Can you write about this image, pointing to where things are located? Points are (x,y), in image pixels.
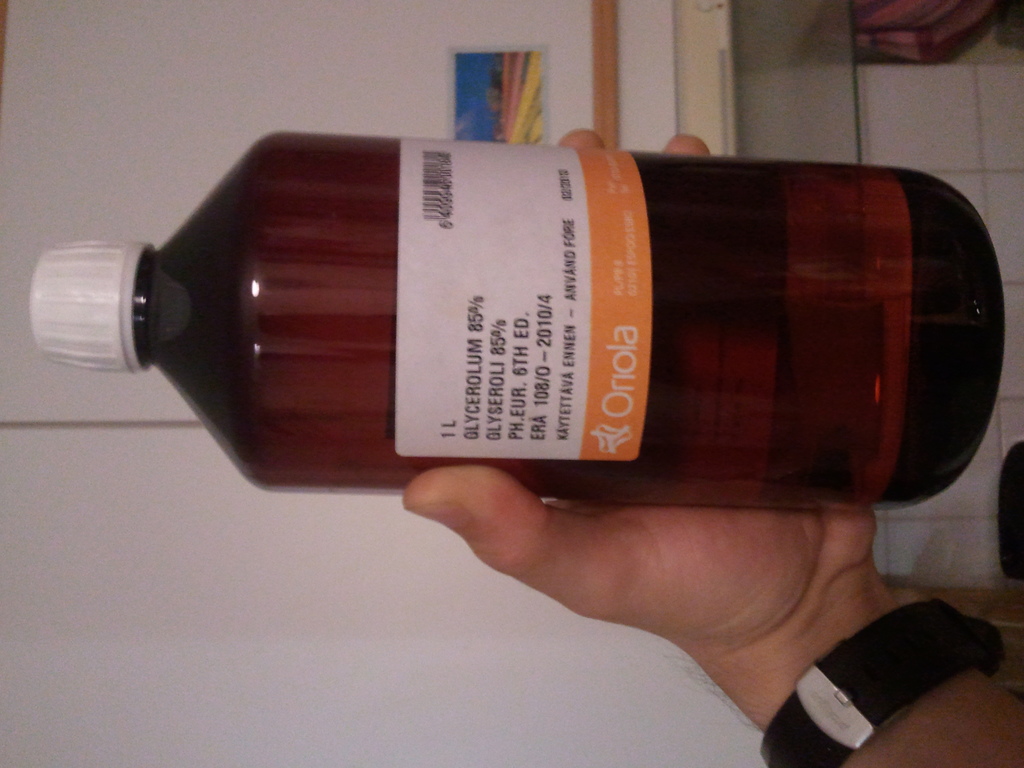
In this picture we can see a bottle (559,325) holding with the hand (753,621).
